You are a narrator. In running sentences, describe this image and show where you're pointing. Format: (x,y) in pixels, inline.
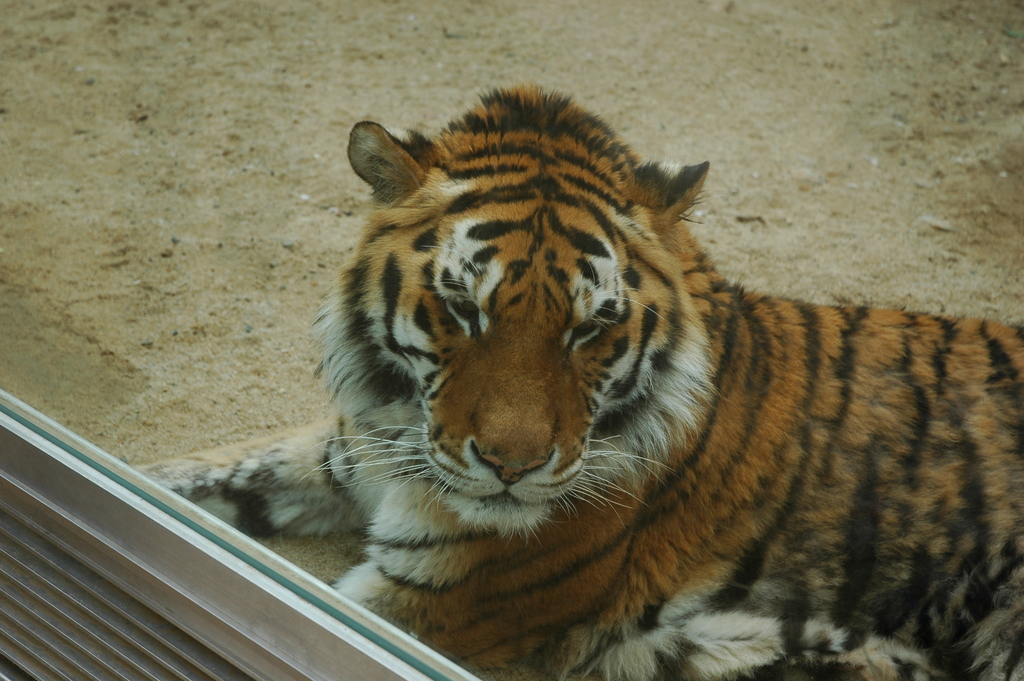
In this image there is a tiger (564,230) sitting on the land (148,214). Left bottom there is a wall (112,621) having a glass window (158,502).
